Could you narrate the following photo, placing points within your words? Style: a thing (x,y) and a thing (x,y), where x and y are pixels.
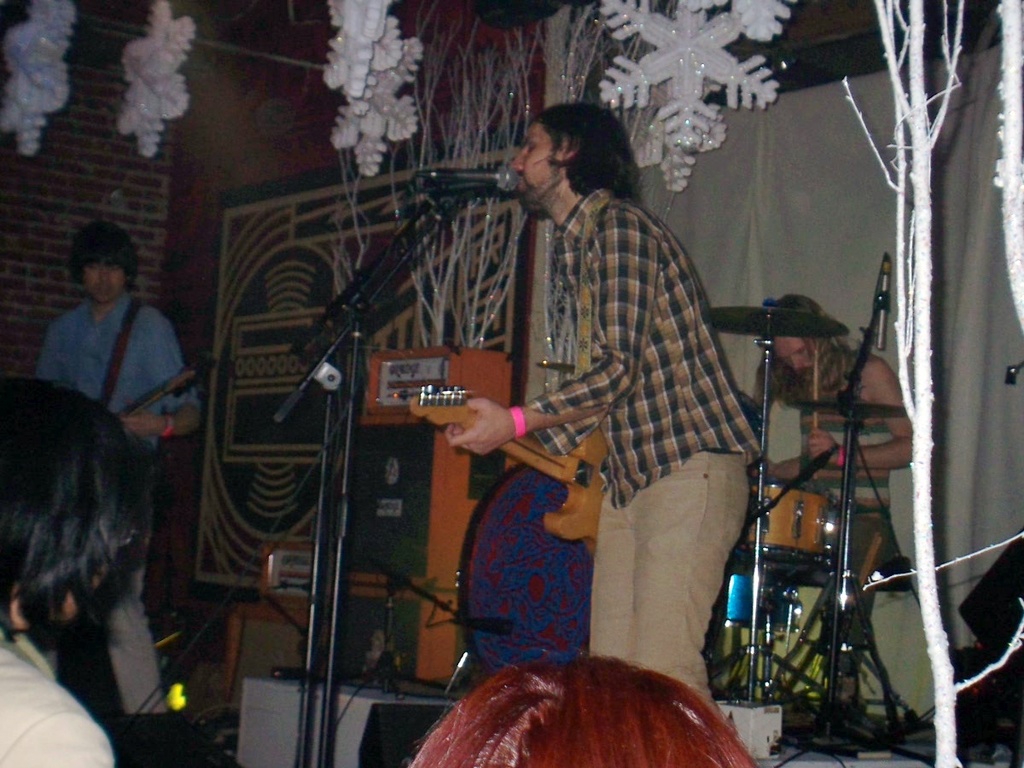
In this picture we can see two men (50,340) holding guitars (566,463) in their hands (459,442) and playing it and this man (618,163) is singing on mic (458,176) and at back of him other person (818,450) sitting and playing drums (829,557) and in front (625,722) some people (90,511) are watching them and in background (235,176) we can see wall (295,177), curtain (653,209).
